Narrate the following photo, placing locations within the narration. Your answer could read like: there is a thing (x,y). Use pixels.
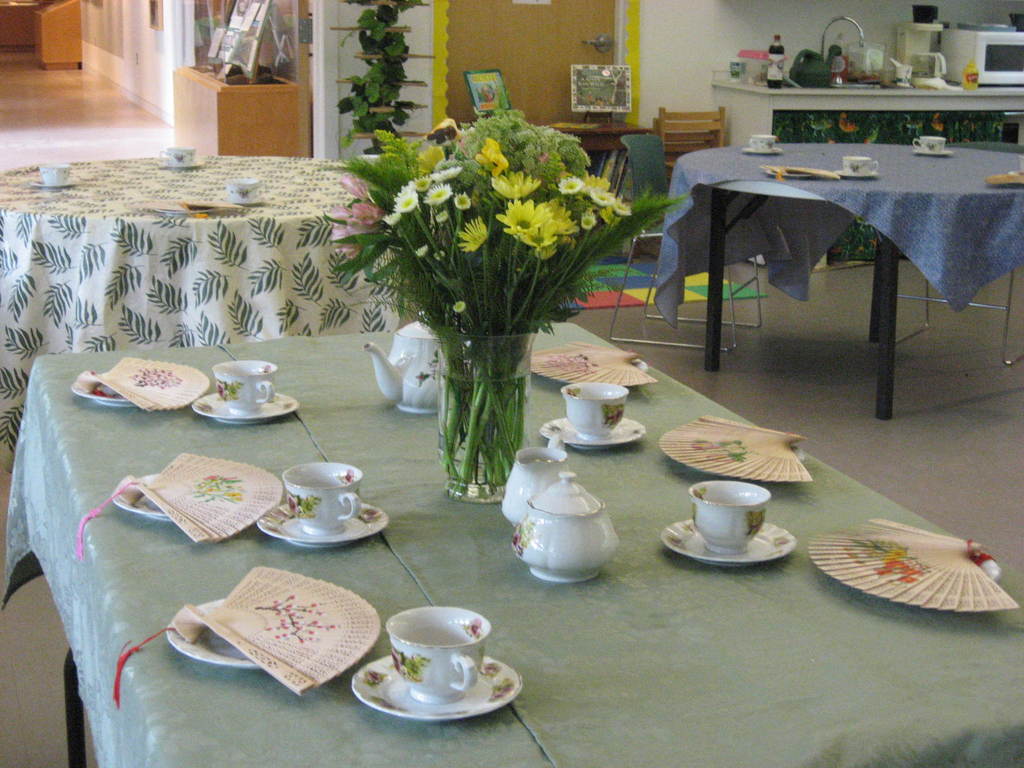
These are the tables (215,553). On the table (659,565) there are cups (253,378), jar (384,383), saucers (703,561), and a flower vase (485,417). This is floor (921,438). Here we can see a door (551,62) and there are frames (614,112). On the table (751,85) there is a bottle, tap (859,44) and a oven (1020,82). There is a plant (388,67).
